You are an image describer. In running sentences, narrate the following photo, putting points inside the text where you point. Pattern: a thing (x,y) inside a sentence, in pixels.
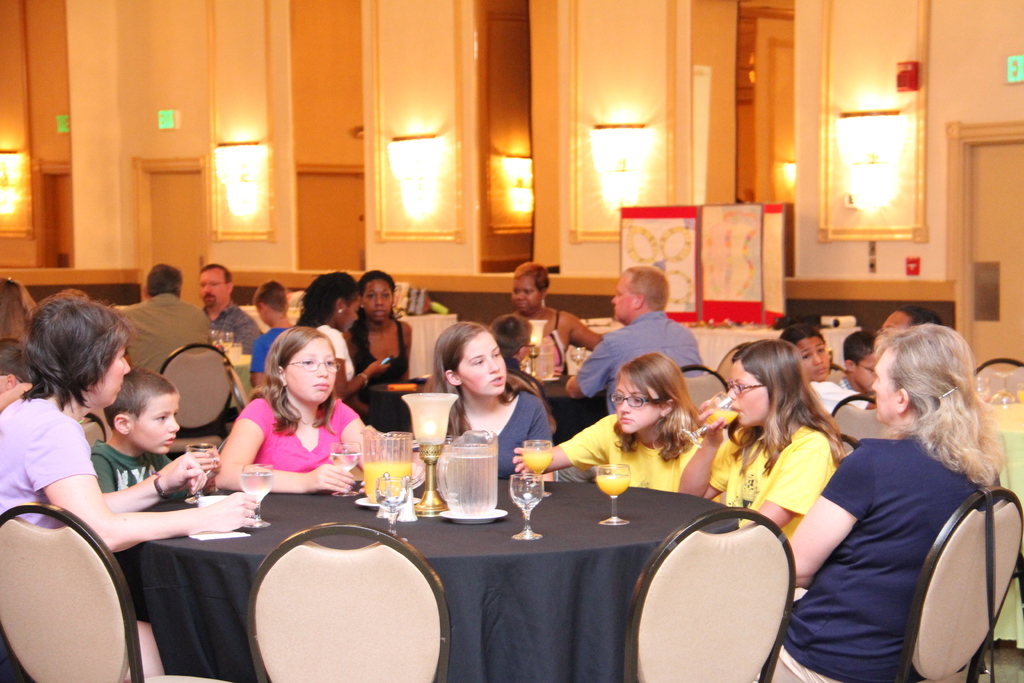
In this picture we can see a group of people (312,424) sitting on chairs (212,377) and in front of them there is table (477,629) and on table (477,529) we can see jar (483,506), glass (519,475), lamp (428,398), papers (213,539) and in background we can see wall (703,153), light (255,150), banners (716,205), door (979,175).
